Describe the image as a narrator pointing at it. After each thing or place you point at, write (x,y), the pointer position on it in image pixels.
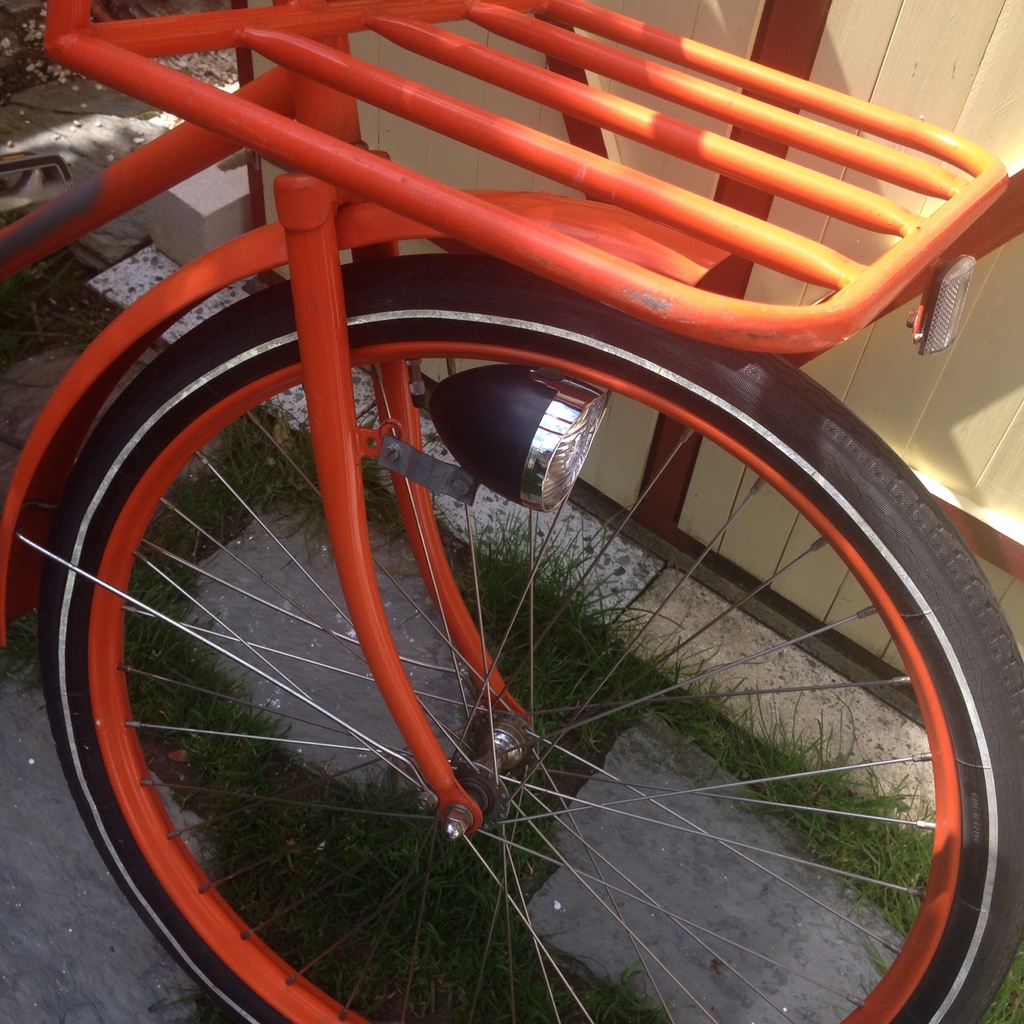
In this image we can see a vehicle (659,402). In the background of the image (996,121) there are stones (455,721), grass (352,975), wall (996,121) and other objects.
